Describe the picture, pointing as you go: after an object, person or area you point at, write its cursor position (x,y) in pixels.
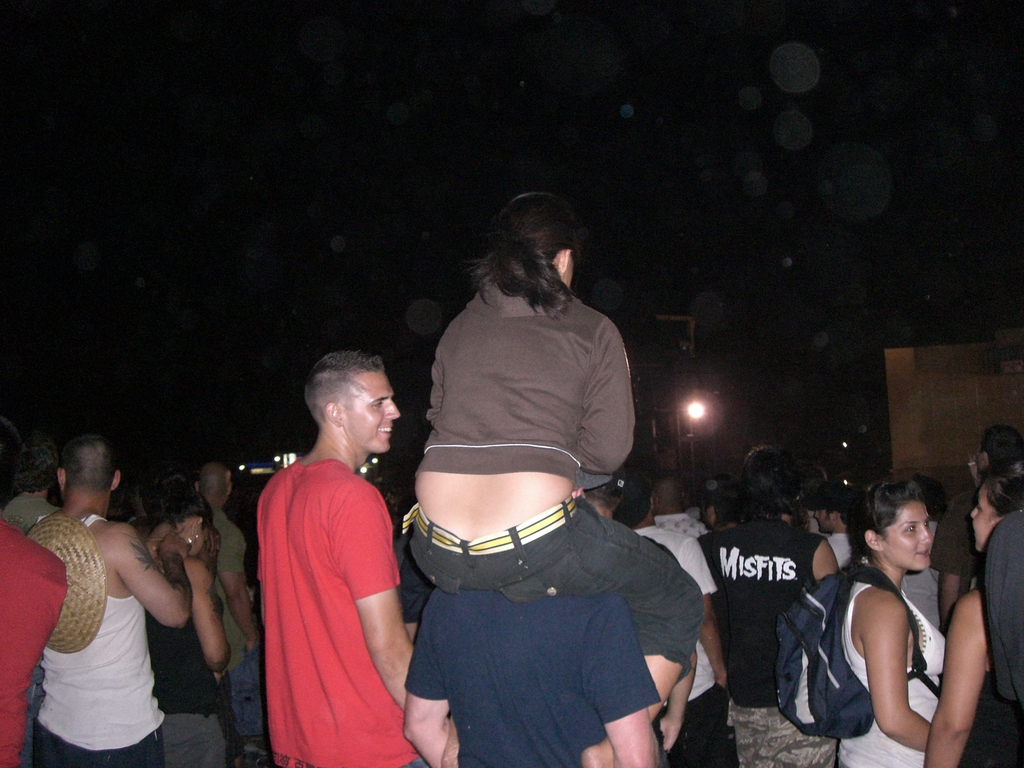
In the center of the image (515,369) we can see woman (498,462) sitting on a person's neck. In the background (771,465) there are group of persons (395,553) standing on the road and light (694,413).
